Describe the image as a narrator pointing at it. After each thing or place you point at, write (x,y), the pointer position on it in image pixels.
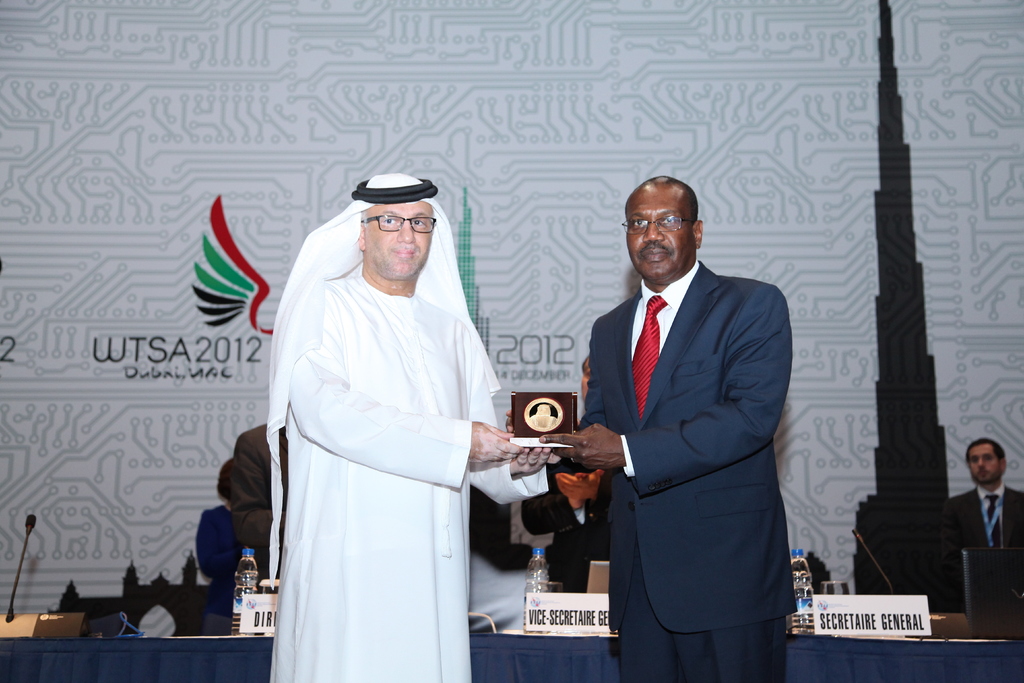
In this image I can see two men (536,453) are standing and holding an object (527,423) in hands (480,430). This man (385,416) is wearing a white color clothes (372,506) and this man (658,464) is wearing a suit (667,427) and spectacles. In the background (168,278) I can see table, people (1005,544) and some other objects (241,609). On the table (109,647) I can see a microphone (27,540), bottles (796,583) and other objects (249,597).
